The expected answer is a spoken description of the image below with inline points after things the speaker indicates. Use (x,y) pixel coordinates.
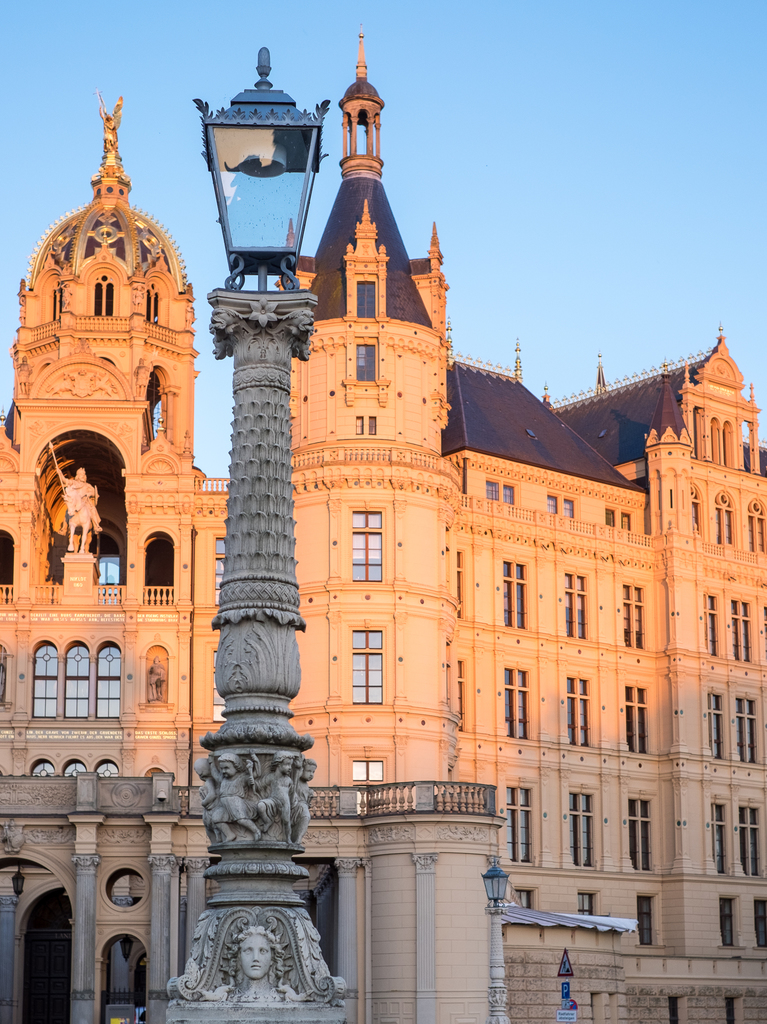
A building (472,660) with glass windows (116,710). There is a statue (91,492). These are street lamp (236,142) on stone carving pole (274,406).
